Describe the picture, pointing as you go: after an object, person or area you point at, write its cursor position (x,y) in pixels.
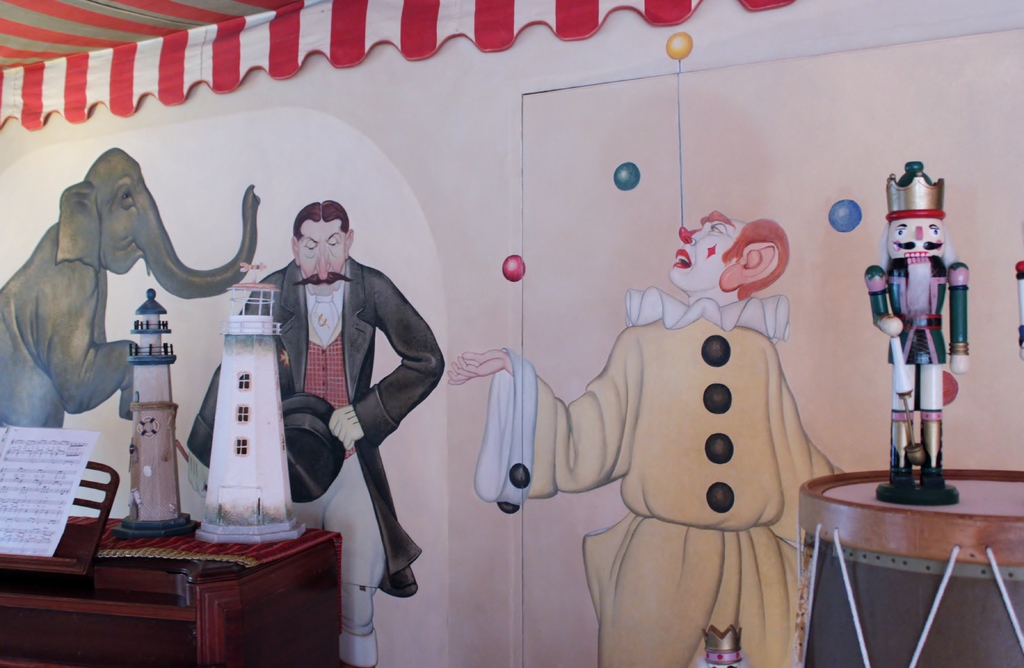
On the left (161,482) there are two toy buildings (227,425) on the table (189,580) and a book (26,484). On the right (922,490) there is a toy (933,327) on a drum (943,570). In the background (456,275) there are pictures (662,313) painted on the wall (464,292).
